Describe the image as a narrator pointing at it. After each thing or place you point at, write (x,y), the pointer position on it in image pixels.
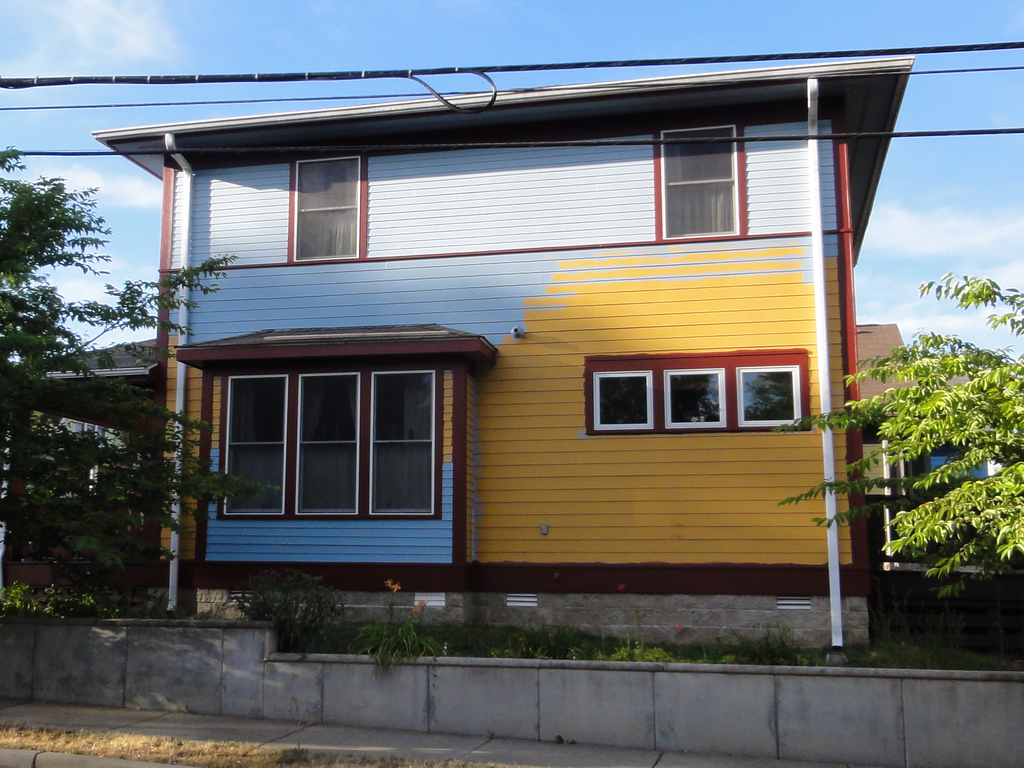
In this image we can see the buildings (603,369). In the foreground (336,412) there are windows (346,438) on the building (515,264). At the bottom (652,702) we can see a wall (645,683) and plants (390,599). On the left side (6,327), we can see a tree (59,514). On the right side (960,495), we can see another tree (989,384). At the top (493,82) we can see the sky (408,86) and wires (249,77).
